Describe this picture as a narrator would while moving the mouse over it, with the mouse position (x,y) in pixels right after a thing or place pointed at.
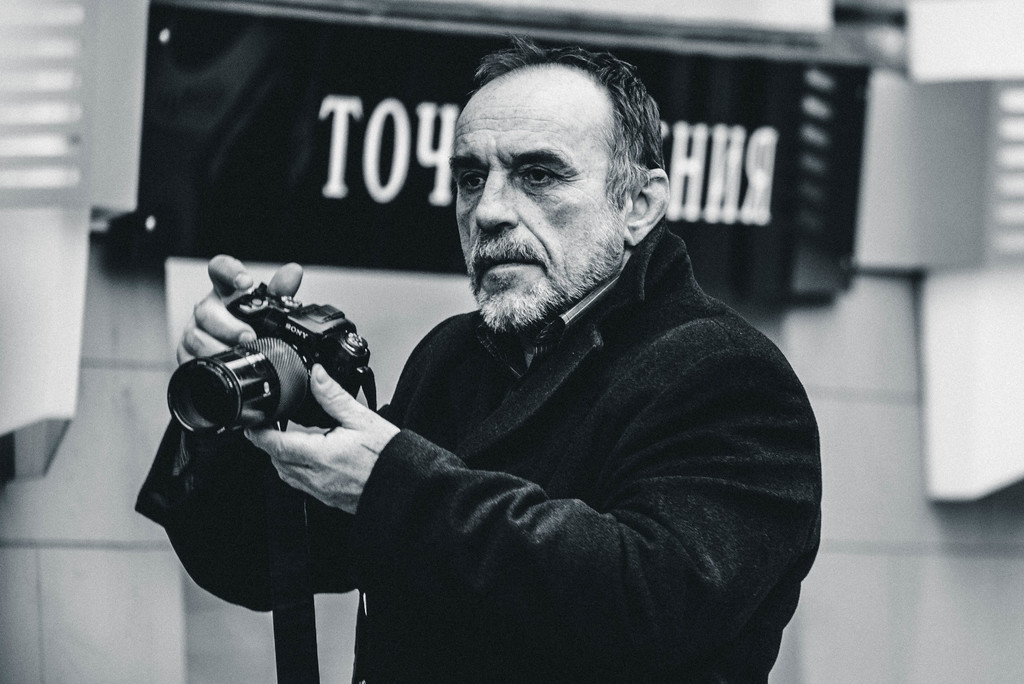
In this image a person (598,482) stand and wearing a black color jacket (419,514) and holding a camera (289,389) on his hand (221,340), back side of him there is a hoarding board (282,116) and there is a text (333,168) written on that.
